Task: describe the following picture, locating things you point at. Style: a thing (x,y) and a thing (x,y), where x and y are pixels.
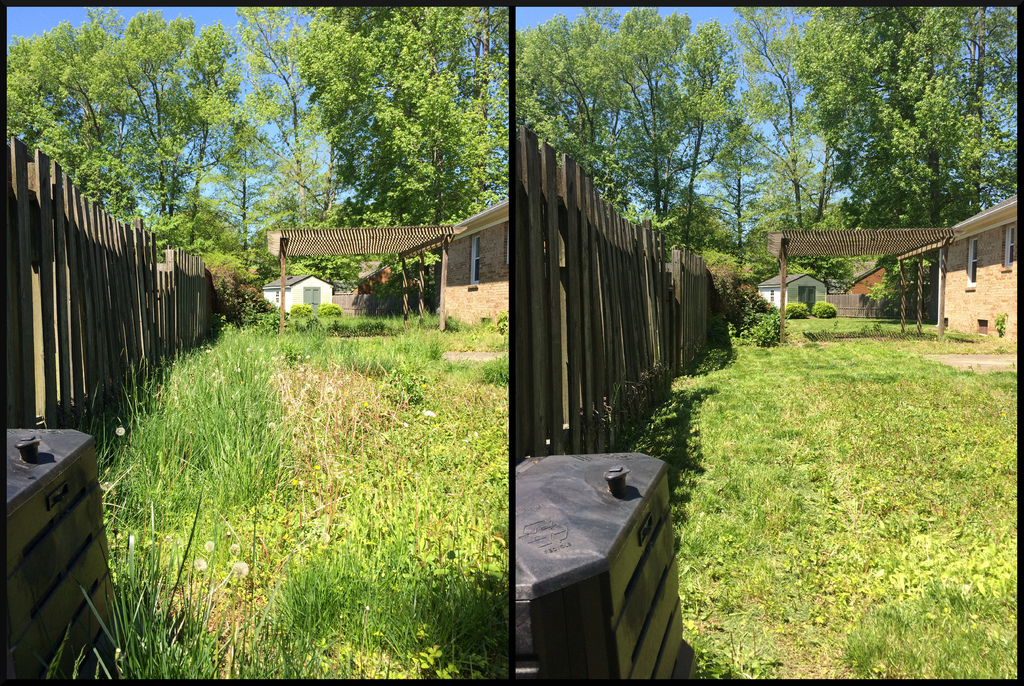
This is an image with collage. In this image we can see some houses (994,307), a roof (879,243) with the poles (899,272), some plants (654,384), grass (686,568), a group of trees (815,222), a container (659,587) and the sky (772,187).
